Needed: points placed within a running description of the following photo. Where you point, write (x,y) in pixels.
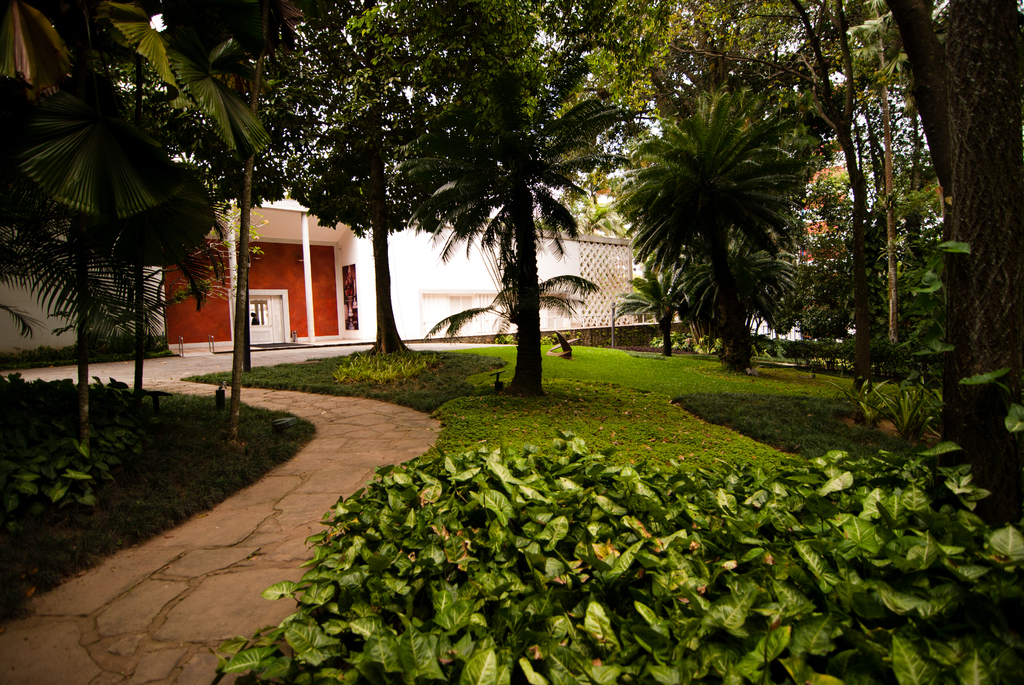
In this image we can see shrubs (632,563), grass (676,436), stone walkway (330,465), trees (54,129) and a building (333,317) in the background (458,319).
